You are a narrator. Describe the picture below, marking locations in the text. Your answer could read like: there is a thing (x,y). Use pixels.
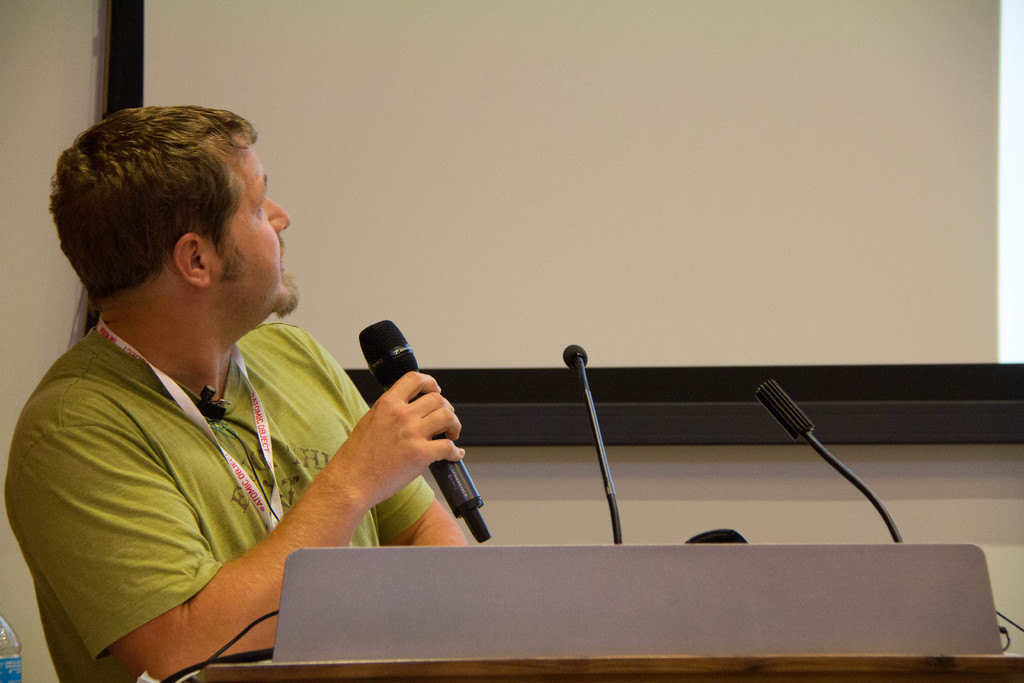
A man (263,410) is holding microphone (461,466). This is bottle (10,626), wall (706,500) and this is screen (942,128).
